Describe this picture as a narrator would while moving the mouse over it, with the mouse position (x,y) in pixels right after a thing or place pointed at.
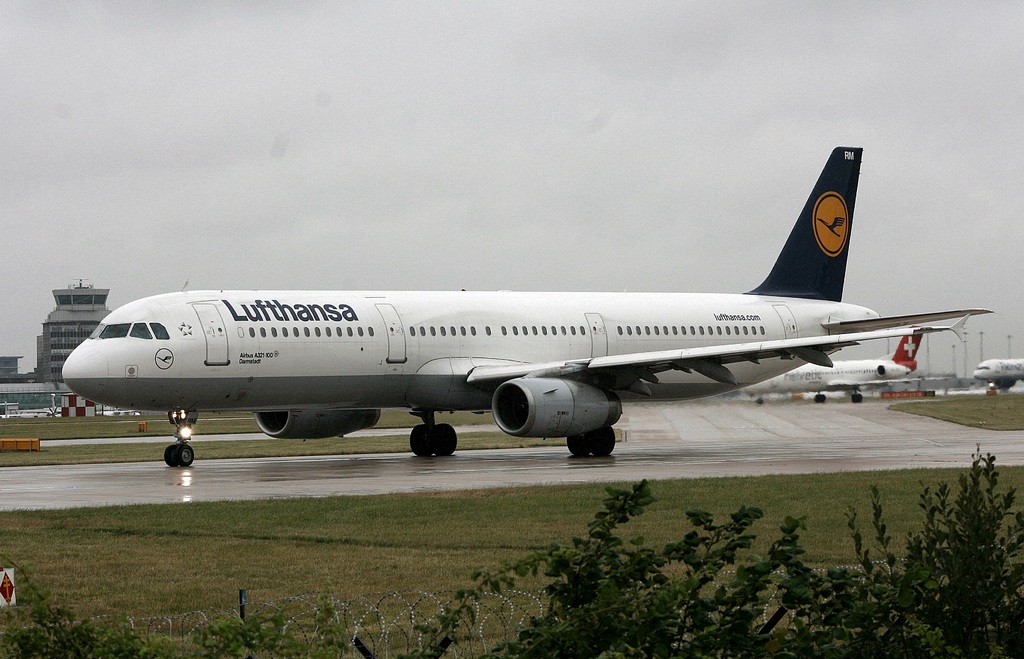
In this image we can see aeroplanes (895,358) on the runway (290,465), fence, trees (651,581), ground (431,492), buildings (48,375) and sky (599,226) with clouds (504,257).
